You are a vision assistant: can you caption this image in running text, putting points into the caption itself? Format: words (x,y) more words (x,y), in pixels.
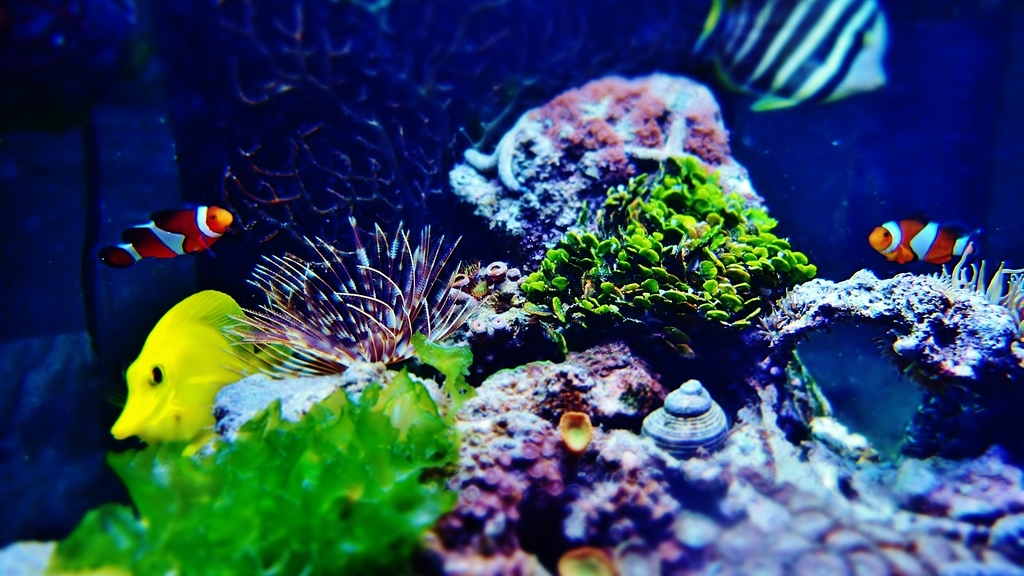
In this image we can see fishes (211,431), shells (693,440) and coral reefs (575,383) under water (48,391).
